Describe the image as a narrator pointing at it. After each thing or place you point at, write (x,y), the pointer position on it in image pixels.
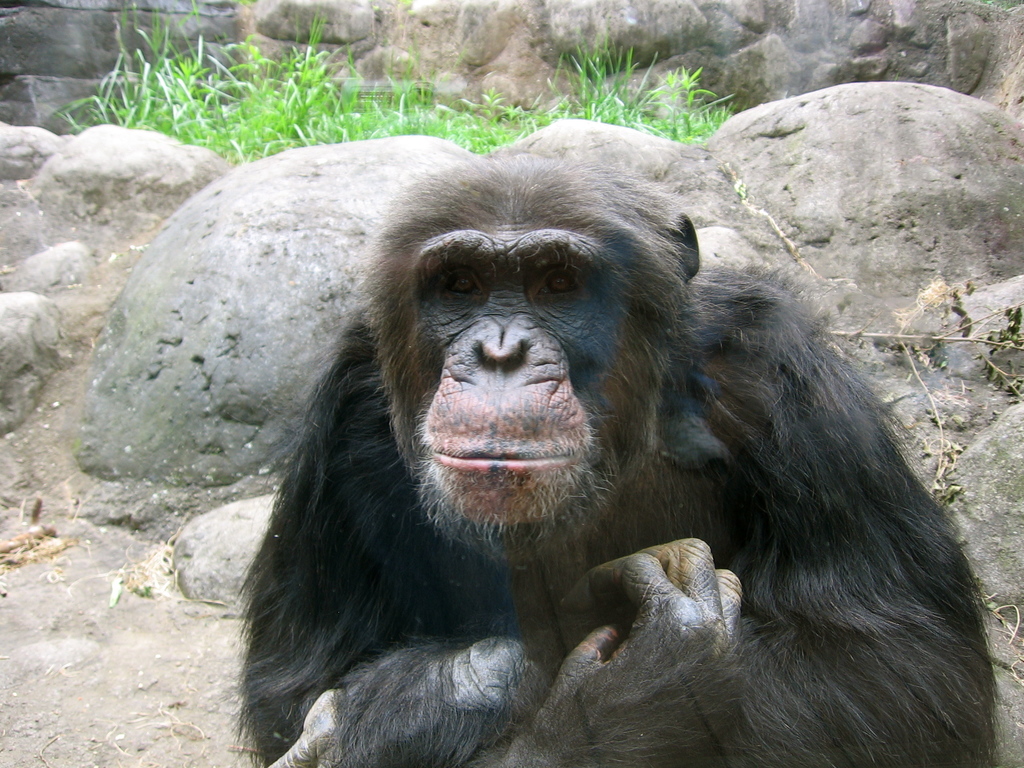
In the center of the image (595,455) we can see a chimpanzee (568,480). In the background of the image (822,18) we can see rocks (354,147), grass (270,100) are there. At the bottom of the image (126,684) there is a ground (106,699).
